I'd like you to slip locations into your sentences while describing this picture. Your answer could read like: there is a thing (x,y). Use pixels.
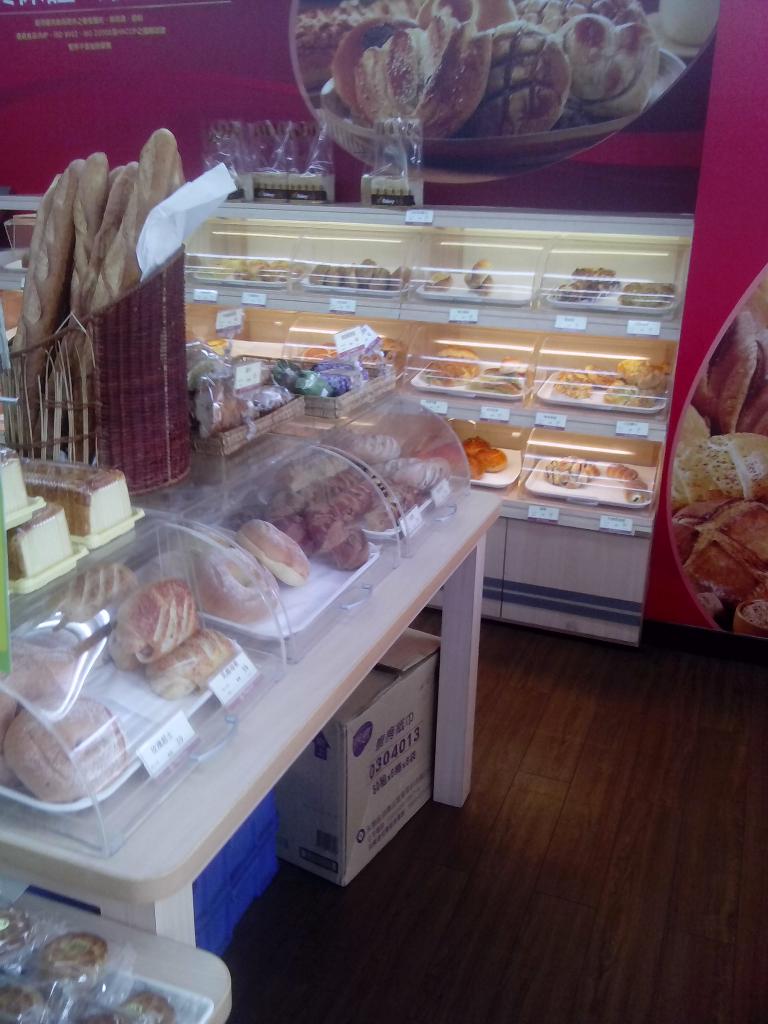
The picture is taken in the shop (265,389). In the foreground of the picture (42,810) there are various bread items (166,642) placed in bowls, baskets (324,408), boxes (75,552) and covers (94,716) and tables (196,859). In the background (379,288) there are refrigerator (602,258), food items (474,271) and other objects (460,316).
